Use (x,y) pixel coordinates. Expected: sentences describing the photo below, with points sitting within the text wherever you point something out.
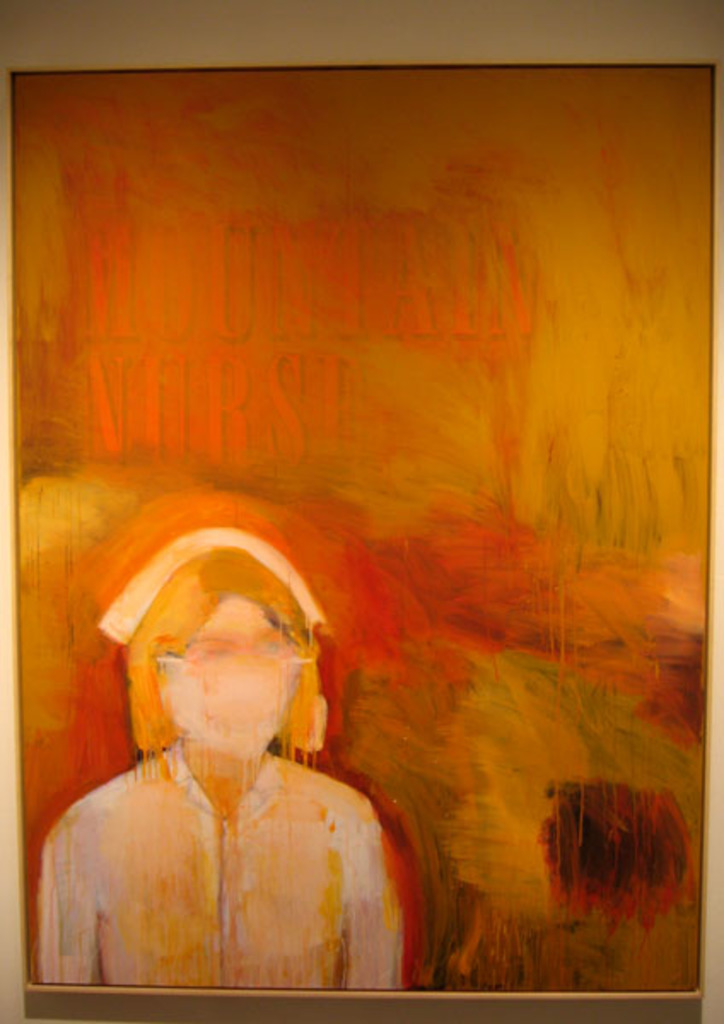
In this image we can see a painting (473,605).
